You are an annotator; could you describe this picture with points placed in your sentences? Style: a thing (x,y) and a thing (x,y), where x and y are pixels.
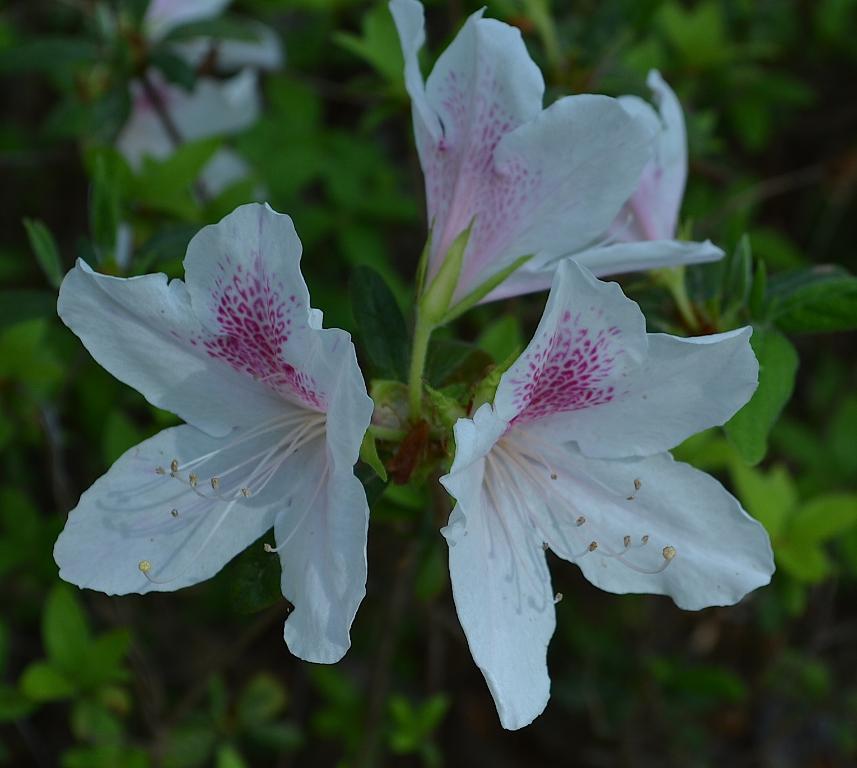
In this image I can see flowers (232,542) in white and pink color and leaves (339,168) in green color.
